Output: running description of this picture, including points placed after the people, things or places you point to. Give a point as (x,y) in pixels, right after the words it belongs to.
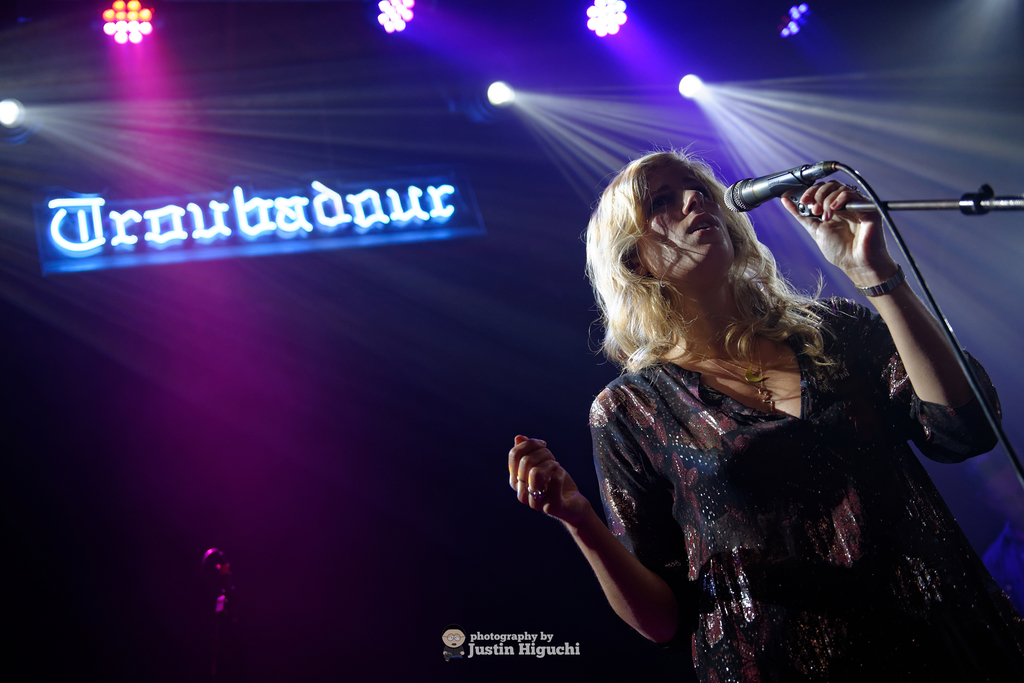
On the background (359,253) we can see lights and a board (74,206) with light (344,218). Here we can see one mike (776,176). In front of the picture there is one woman (633,323) standing and singing in front of a mike (761,179). Her hair (622,204) colour is light brown in color.
